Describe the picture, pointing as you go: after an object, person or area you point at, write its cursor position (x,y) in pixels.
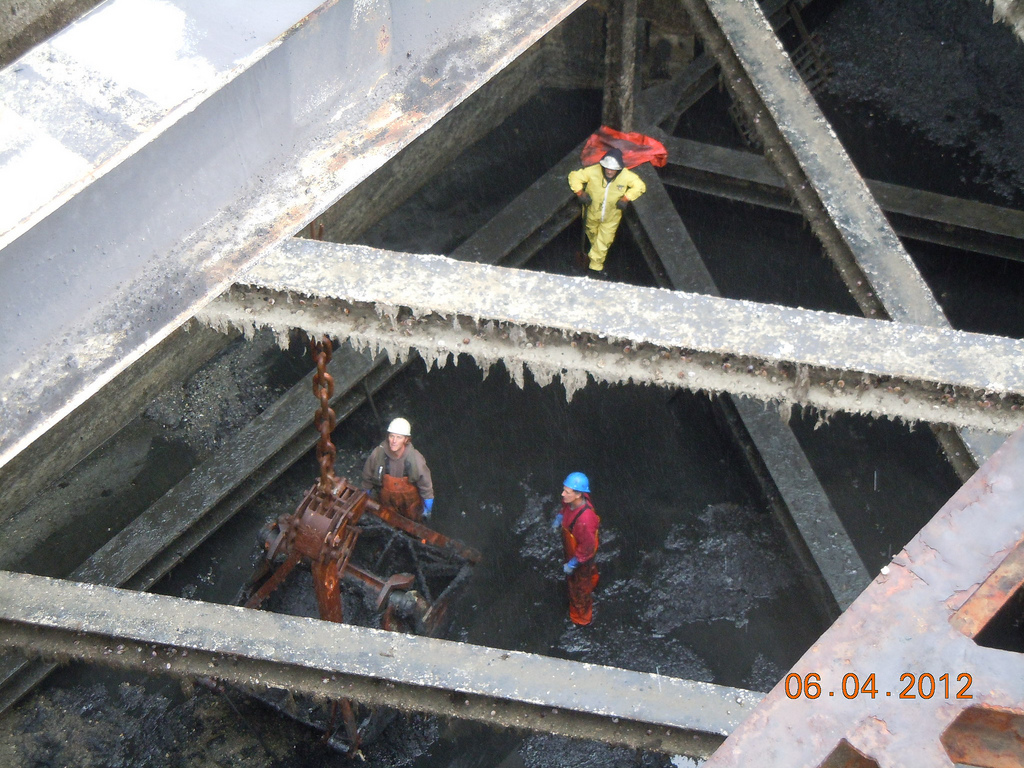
In this picture there are people (411,467) wore helmets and we can see poles (746,407), drainage water (711,528) and metal object (348,536) with chain (334,425). In the bottom right side of the image (789,674) we can see date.
